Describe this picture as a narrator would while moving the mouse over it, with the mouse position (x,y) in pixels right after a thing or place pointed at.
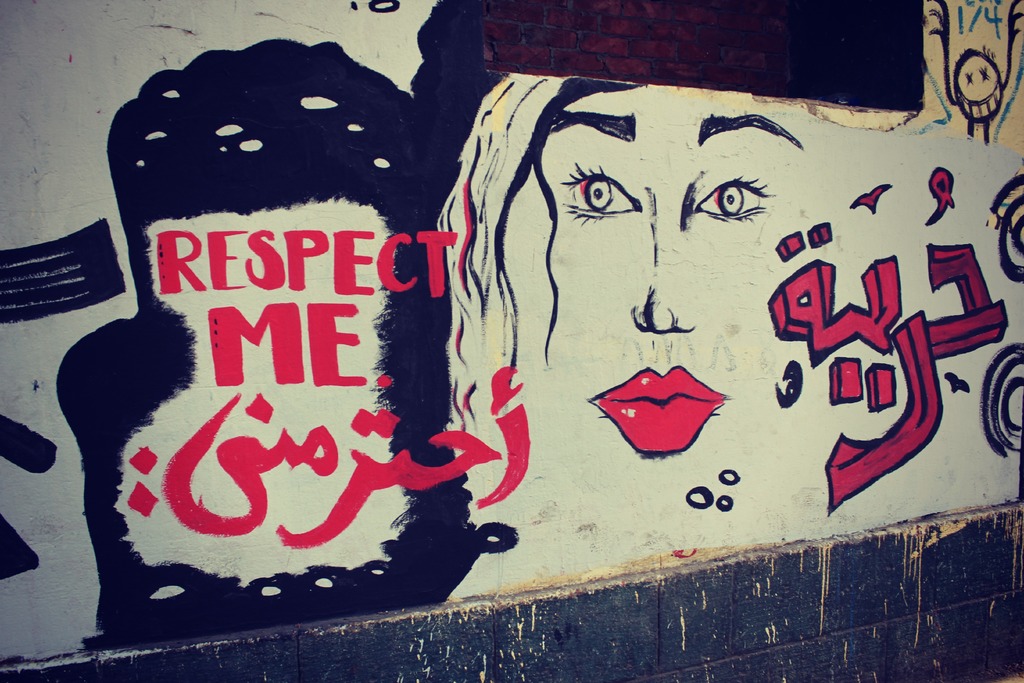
In this image there is a painting (530,158) and there is some text (395,258) on the wall (465,465).
